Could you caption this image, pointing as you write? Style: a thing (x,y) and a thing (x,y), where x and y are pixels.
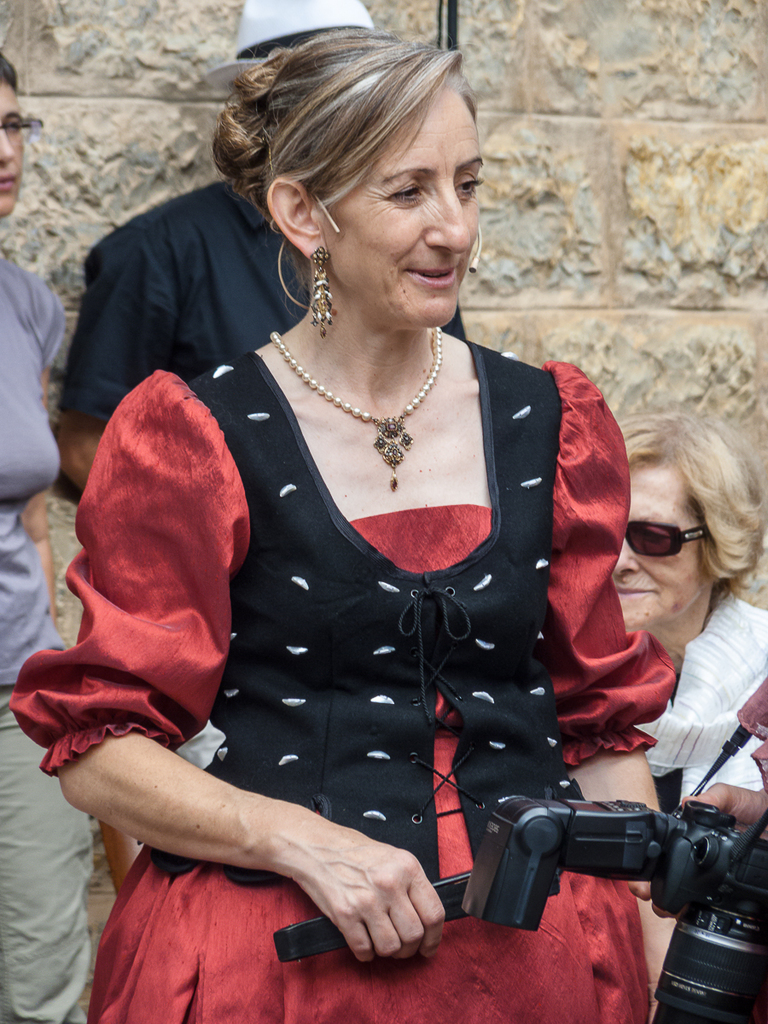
In this image I see a woman (349,454) who is smiling and I see that she is wearing red and black dress (287,678) and I see a camera (555,830) over here. In the background (691,677) I see 3 persons (45,570) and I see the wall (743,415) and I see that this person (118,316) is wearing a hat (290,15).
